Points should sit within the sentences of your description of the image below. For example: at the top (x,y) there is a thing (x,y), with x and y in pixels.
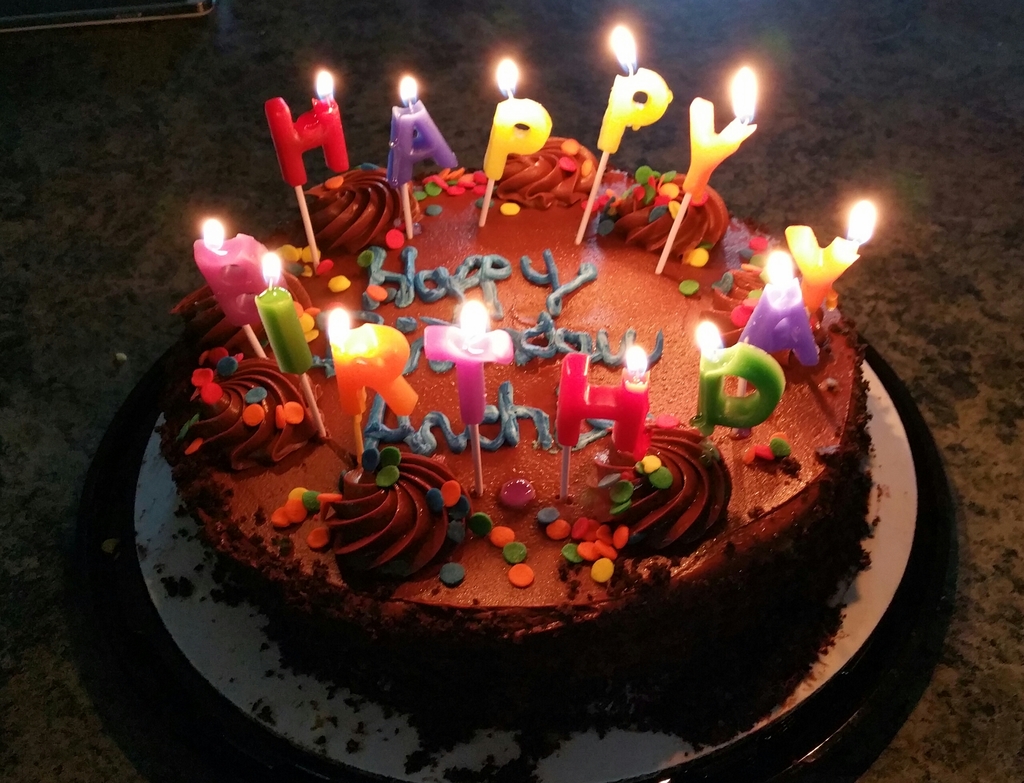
In the picture I can see a birthday cake (463,444) upon which I can see candles (478,447) are placed and it is kept on the black color surface (157,702) and the background of the image (83,99) is dark.
